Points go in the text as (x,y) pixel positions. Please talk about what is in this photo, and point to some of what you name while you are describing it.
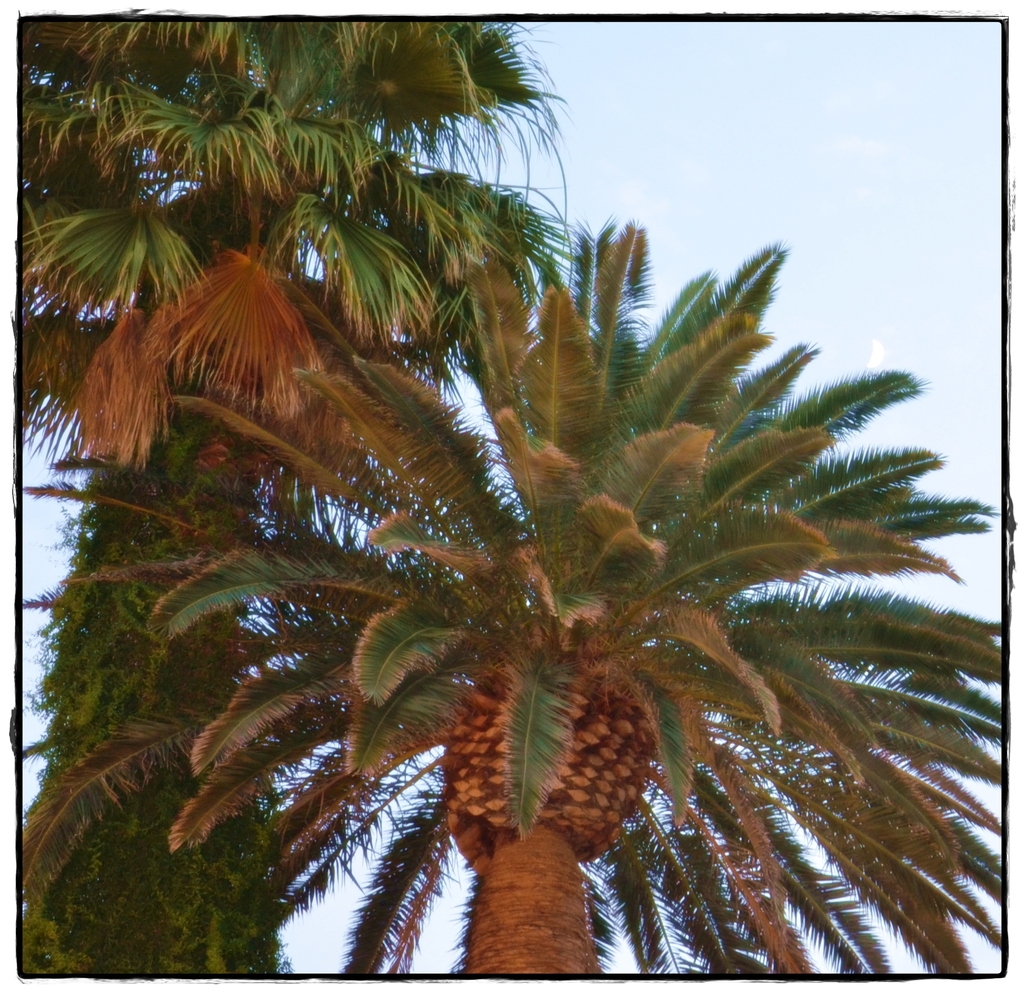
In this picture we can see trees (551,343) and in the background (712,249) we can see the sky (700,205).
